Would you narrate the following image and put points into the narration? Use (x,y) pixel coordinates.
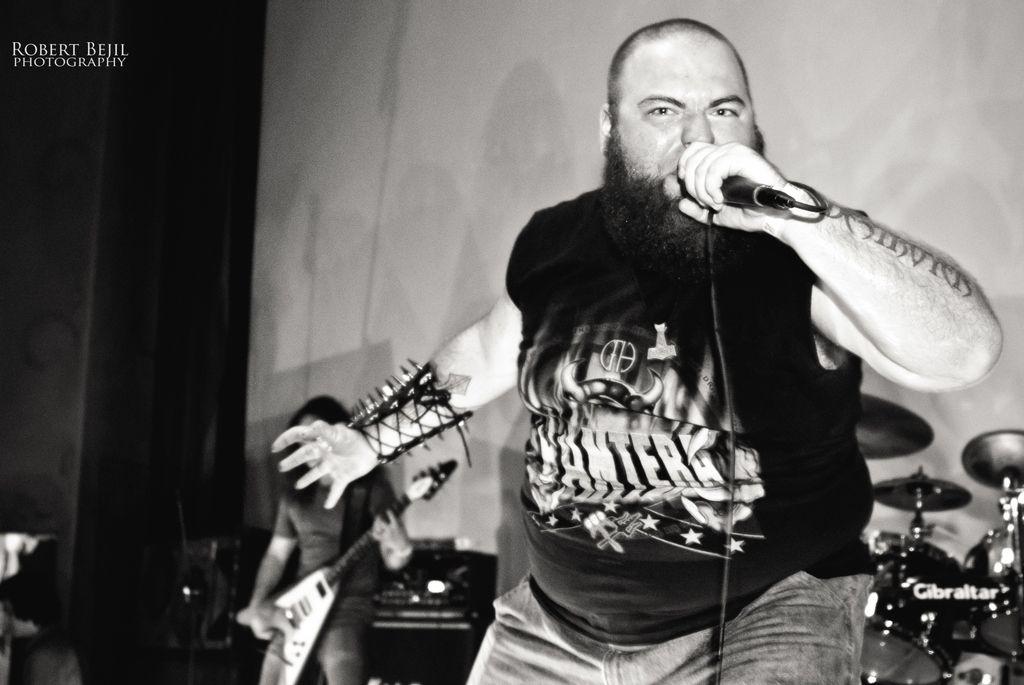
On the background of the picture (347,607) we can see one man (278,545) standing and playing a guitar (326,606). These are drums (900,561) with cymbals (935,488). In Front of the picture we can see a man (706,159) standing and singing by holding a mike (782,207) in his hand (737,219).
